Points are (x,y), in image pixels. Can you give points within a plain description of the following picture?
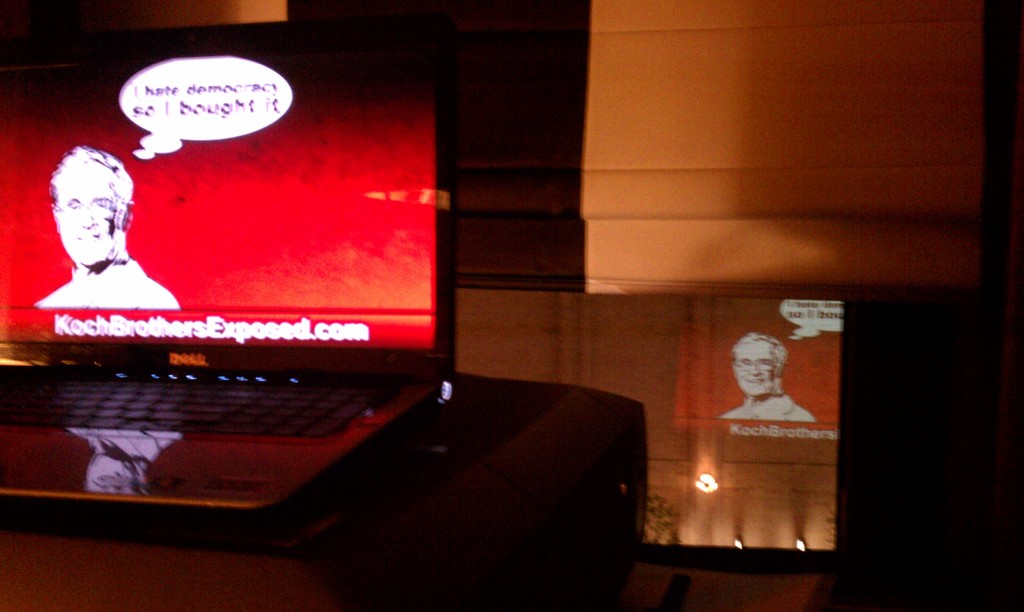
In this image I can see a laptop (132,398) in the front (305,66) and on its screen (315,209) I can see something is written. In the background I can see few lights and I can see this image is little bit in dark.
